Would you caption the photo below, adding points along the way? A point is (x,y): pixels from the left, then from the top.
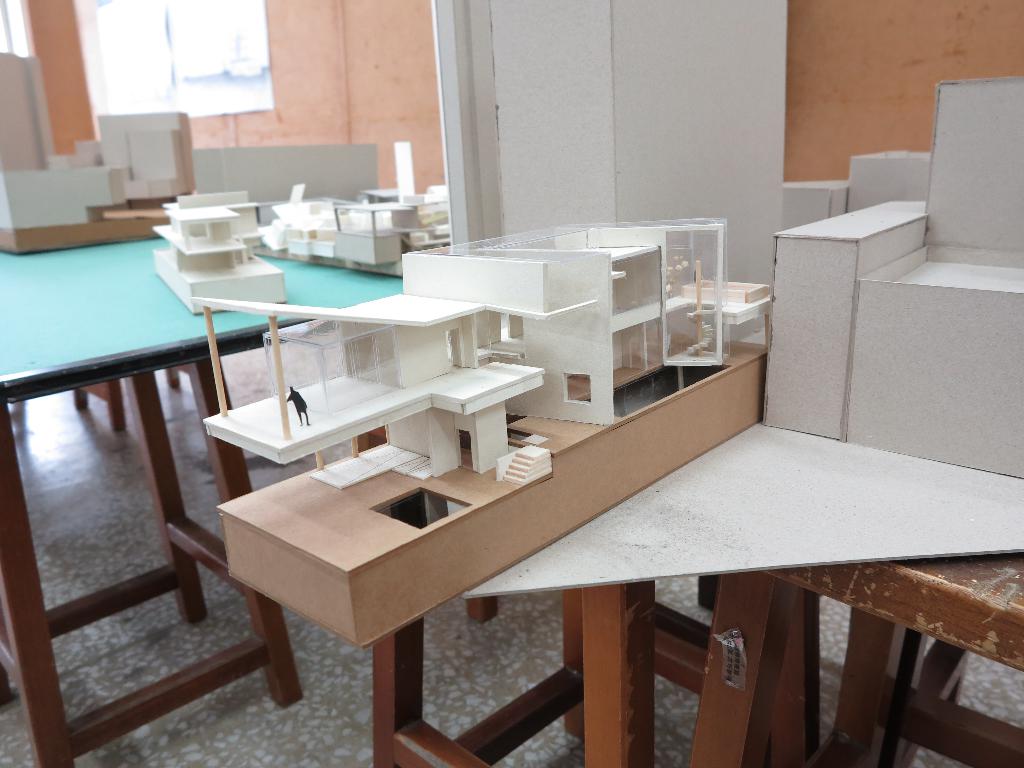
In this picture we can see few miniatures (338,335) on the tables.
